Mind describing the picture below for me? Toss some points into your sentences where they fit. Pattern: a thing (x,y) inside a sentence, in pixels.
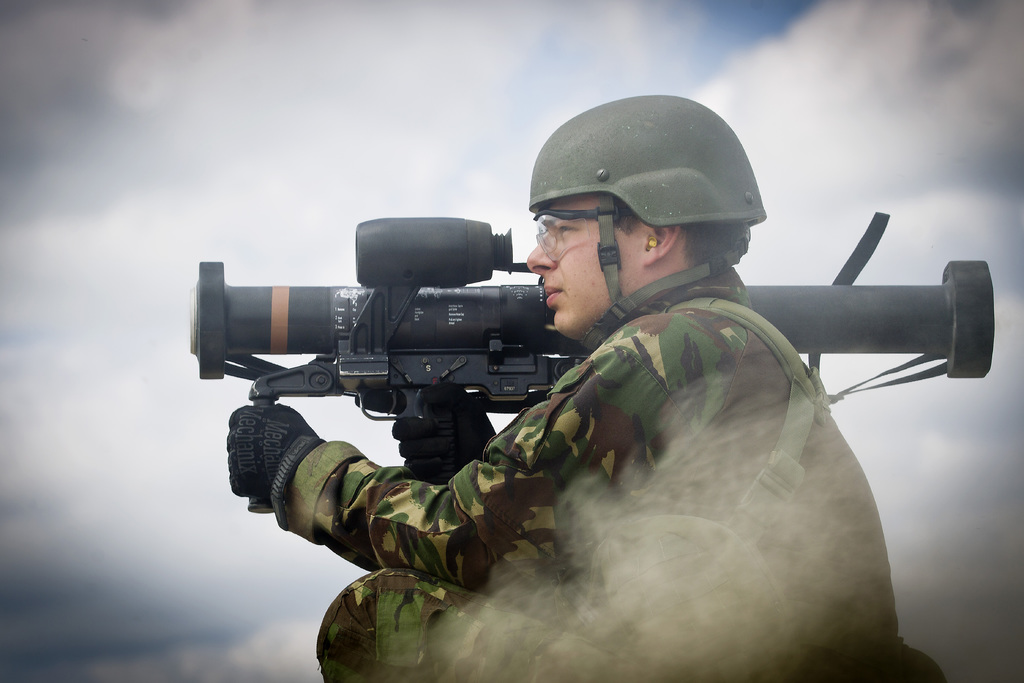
In this image we can see this person (381,618) is wearing a uniform (393,634), helmet (682,188), glasses (584,211) and gloves (241,454) is holding a weapon (828,332) in his hands (423,433). Here we can see the smoke (617,556). In the background (363,128), we can see the cloudy sky (78,353).
